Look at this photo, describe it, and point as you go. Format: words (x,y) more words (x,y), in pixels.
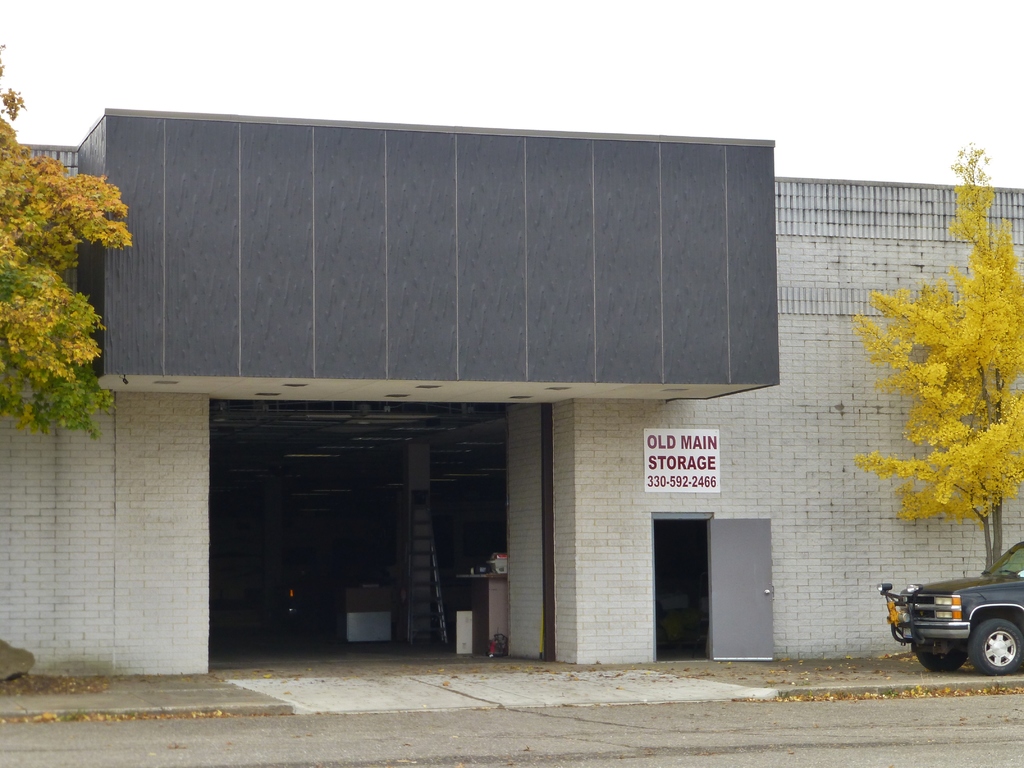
In this image I can see the vehicle (935,626). In the background (903,465) I can see few trees (978,510), leaves (17,105) in yellow and green color, the building (563,411) and the sky (566,52) is in white color.
